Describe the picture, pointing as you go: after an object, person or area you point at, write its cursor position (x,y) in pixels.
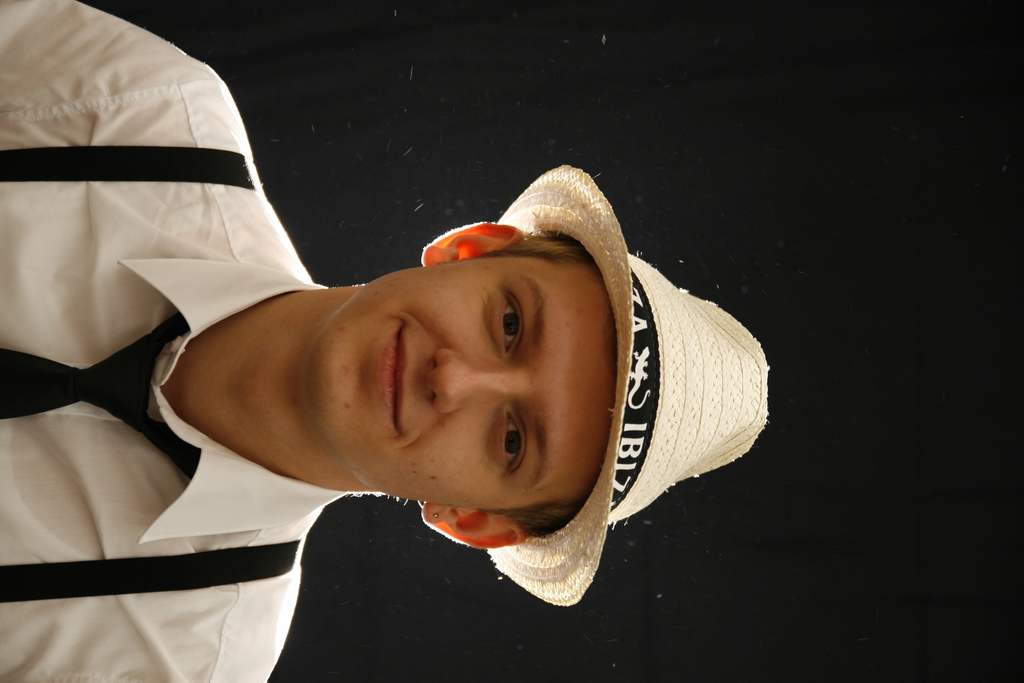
In this picture we can see a man (431,353), he is smiling and he wore a cap (612,294), and we can see dark background (804,438).
